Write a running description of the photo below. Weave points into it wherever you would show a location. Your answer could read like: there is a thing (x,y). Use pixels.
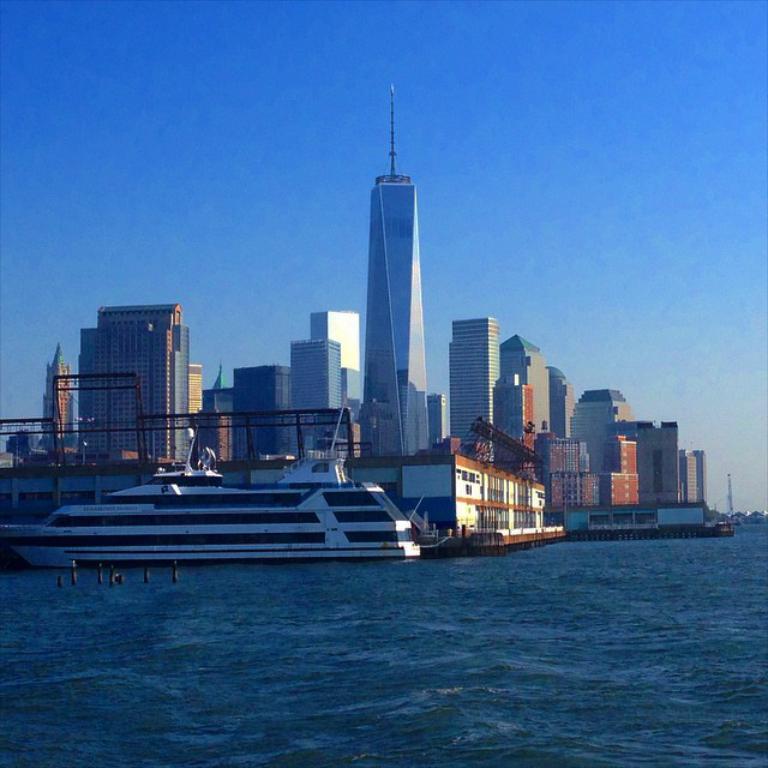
In this image there is water (397,653). In the background (611,447) there are buildings (405,430) and skyscrapers (383,264). At the top (275,58) there is the sky (366,63).
